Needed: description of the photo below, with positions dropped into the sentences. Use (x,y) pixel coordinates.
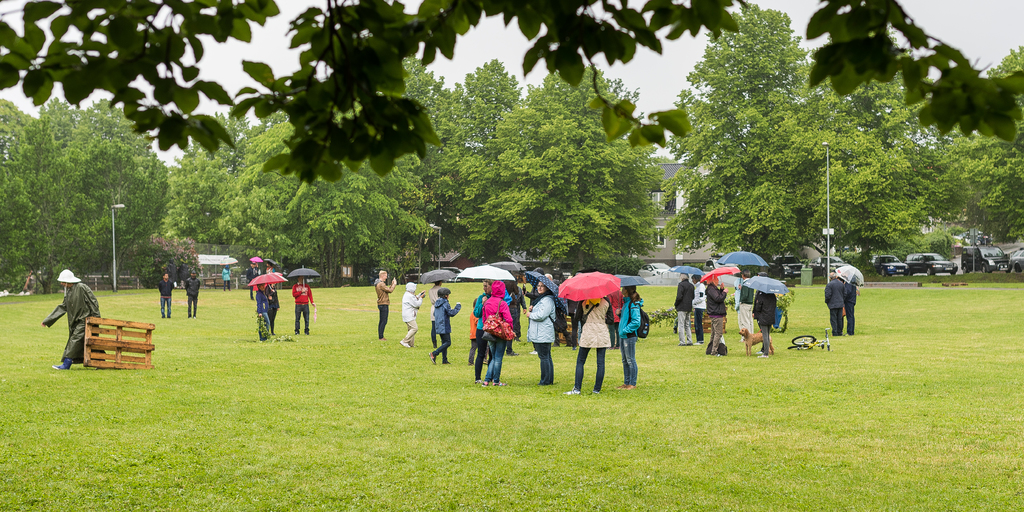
In this picture I can see there are few people (598,371) standing here and they are holding umbrellas (771,278) and there is a person (75,328) walking on to left (121,354) and he is holding a wooden frame (85,337) and wearing a coat (69,315). In the backdrop (629,268) there are cars (923,265) parked, trees (655,166) and buildings (709,168).
